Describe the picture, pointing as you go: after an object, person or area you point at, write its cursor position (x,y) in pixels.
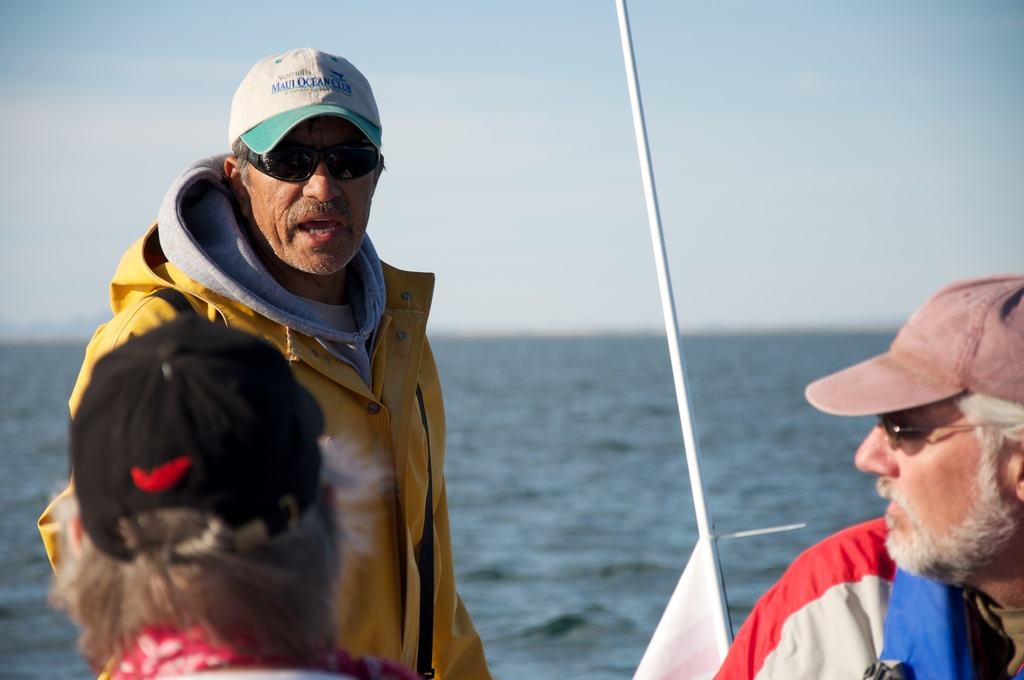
Here a man (406,460) is there, he wore a yellow color coat (414,490). In the right side (950,487) there is another man (954,471), he wore a cap (958,342), spectacles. This is water (570,439) in the middle of an image (572,419).
